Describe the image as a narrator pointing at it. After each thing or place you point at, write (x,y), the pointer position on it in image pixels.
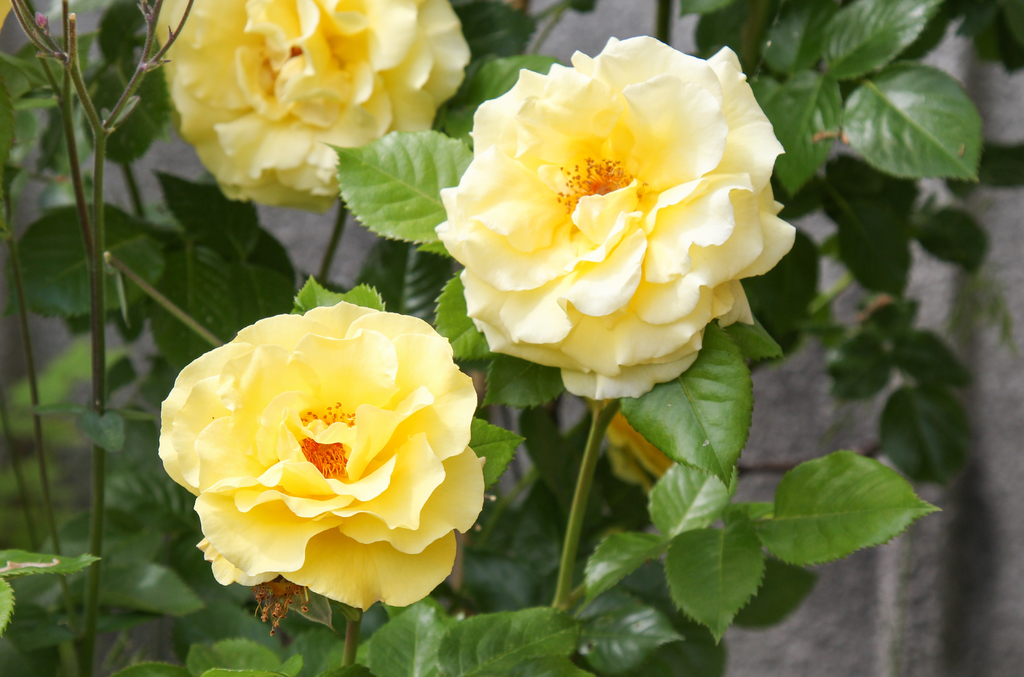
In this picture we can see few flowers (413,98) and plants (501,374).
